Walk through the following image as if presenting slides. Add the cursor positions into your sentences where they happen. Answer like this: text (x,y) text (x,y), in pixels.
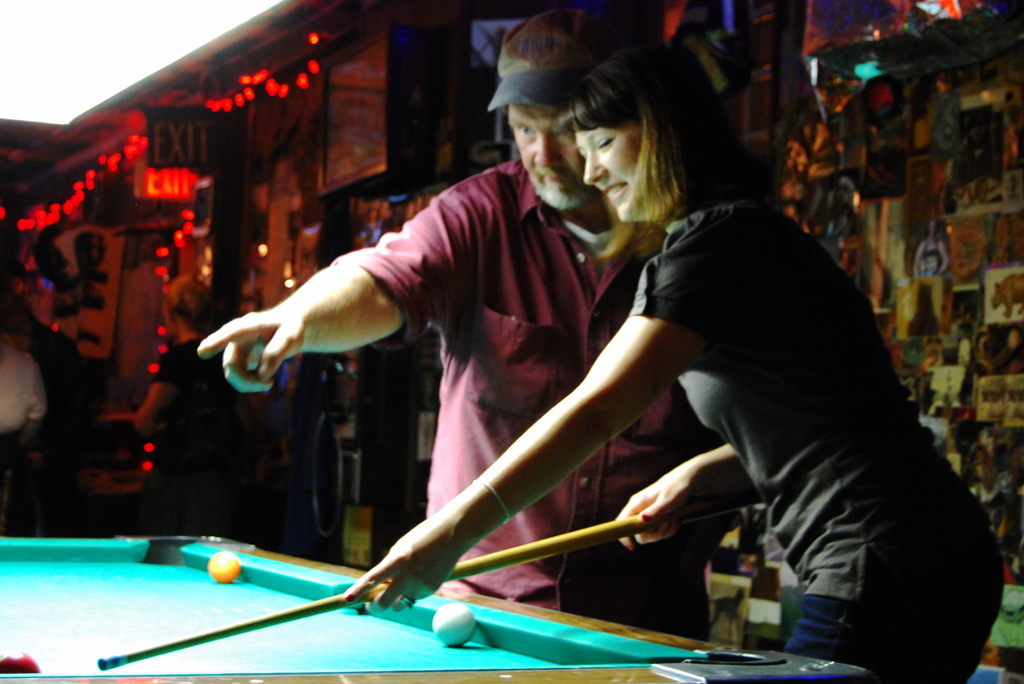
On the background of the picture (869,204) we can see a store (277,107) with boards (171,153) and lights (136,140). Here we can see one women (738,481) is playing a snookers game by holding a stick (604,539) in her hand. Here man (510,190) wearing a cap (521,76) guiding her.
